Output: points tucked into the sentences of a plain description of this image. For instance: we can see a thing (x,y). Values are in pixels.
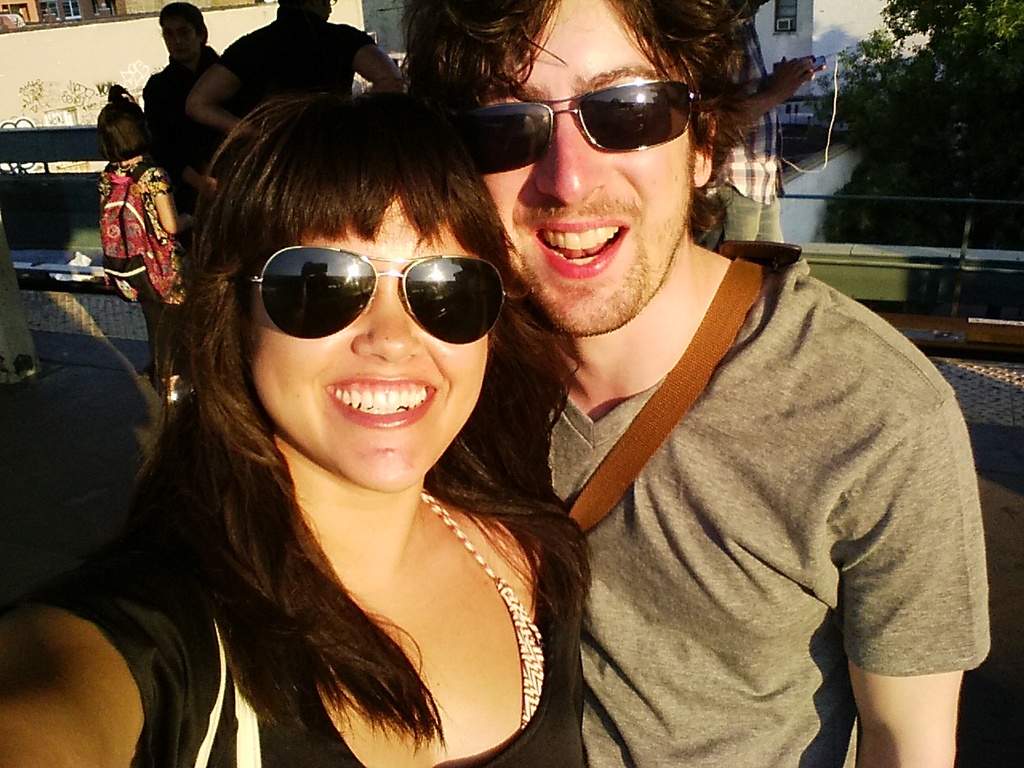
This image is taken outdoors. In the middle of the image (390,403) a man (583,287) and a woman (297,429) are standing and they are with smiling faces (598,155). In the background (795,32) there are a few houses (40,71) and trees (908,90). There is a railing (946,263) and a man (750,158) is walking on the floor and holding a mobile phone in his hands (789,90). There is a kid (150,214) and there are two persons (246,67).
